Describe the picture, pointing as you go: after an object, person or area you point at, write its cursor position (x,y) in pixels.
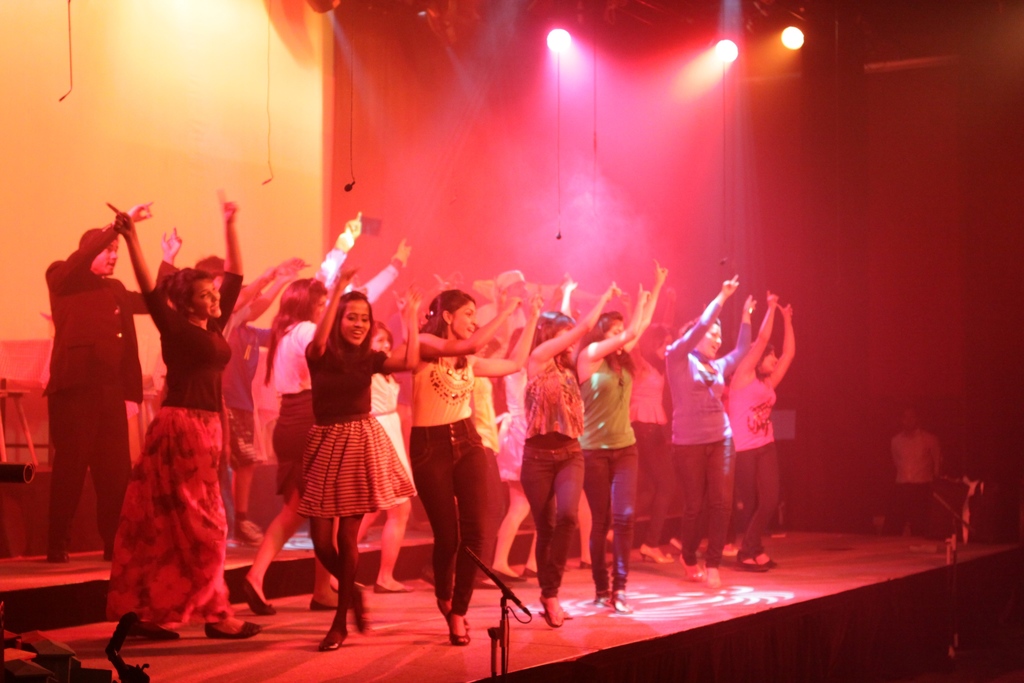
As we can see in the image there are lights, group of people (608,288) dancing, mat (812,545) and lights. The image is little dark.
